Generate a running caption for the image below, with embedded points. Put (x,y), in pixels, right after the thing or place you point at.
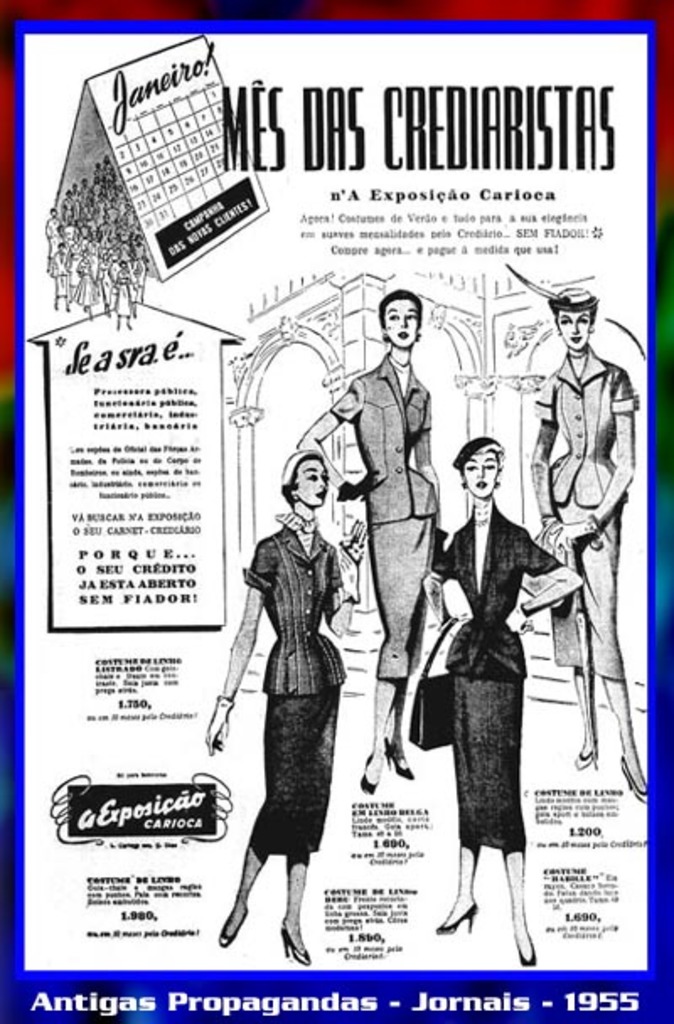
In this I can see there is a magazine page (319,430) and there are pictures (449,592) of four women (510,598) and there are standing and there is a calendar (168,87) here and there are some people (140,236) walking and there is something written on it.
